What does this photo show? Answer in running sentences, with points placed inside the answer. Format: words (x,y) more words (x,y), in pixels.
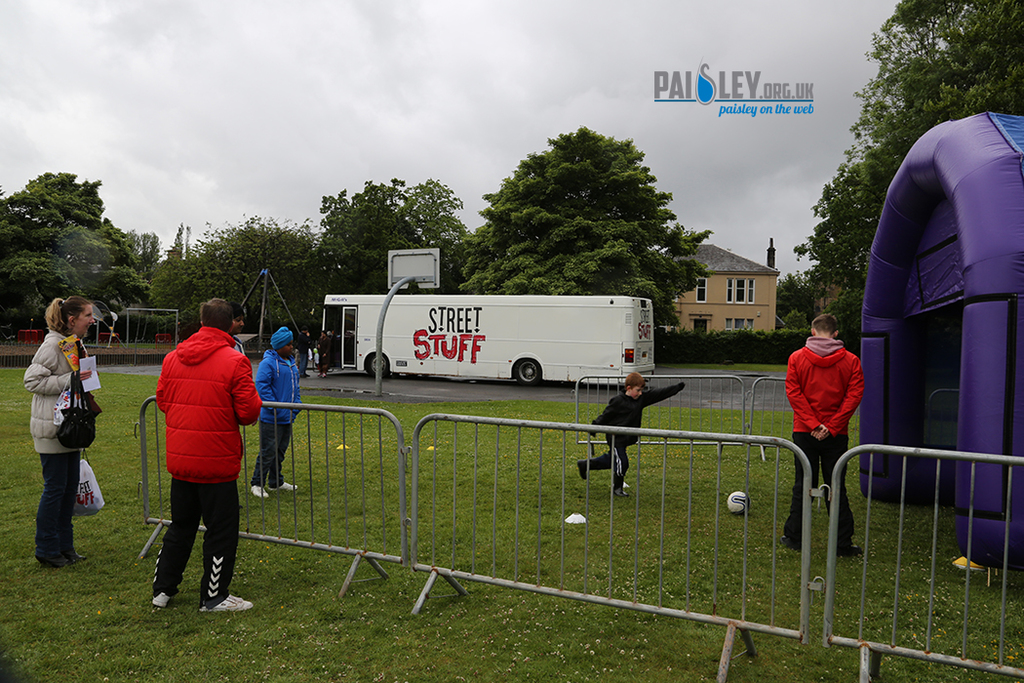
In the center of the image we can see a few people (227,558) are standing and they are wearing jackets (236,457). Among them, we can see one woman (73,467) holding some objects (96,393). And we can see one ball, tent (999,410), fences (635,534) and grass (481,602). In the background (877,185), we can see the sky (339,81), clouds (411,136), trees (799,290), poles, one building (743,267), windows (701,297), one vehicle (509,336), play area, few people (304,352) are standing, road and a few other objects (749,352).
